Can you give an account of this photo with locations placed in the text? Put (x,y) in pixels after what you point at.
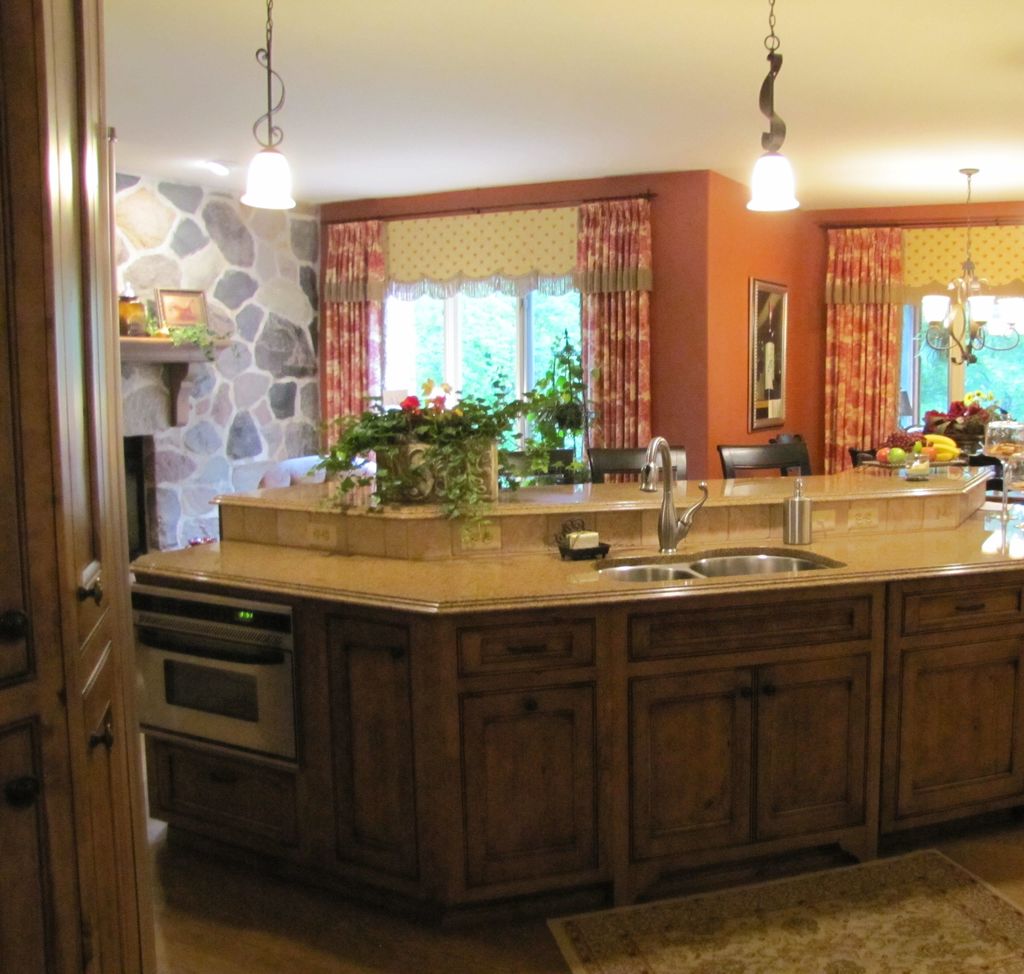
In the image we can see there is a sink (670,567) and the tap (677,539) and beside it there is a pot (427,443) in which there are plants (455,421). On the other side there is a wall (192,380) and beside it there are curtains (385,244). On the top (786,180) there is a lamp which is hanging and on the other side there is a dining table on which fruits (945,443) and vegetables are kept.
